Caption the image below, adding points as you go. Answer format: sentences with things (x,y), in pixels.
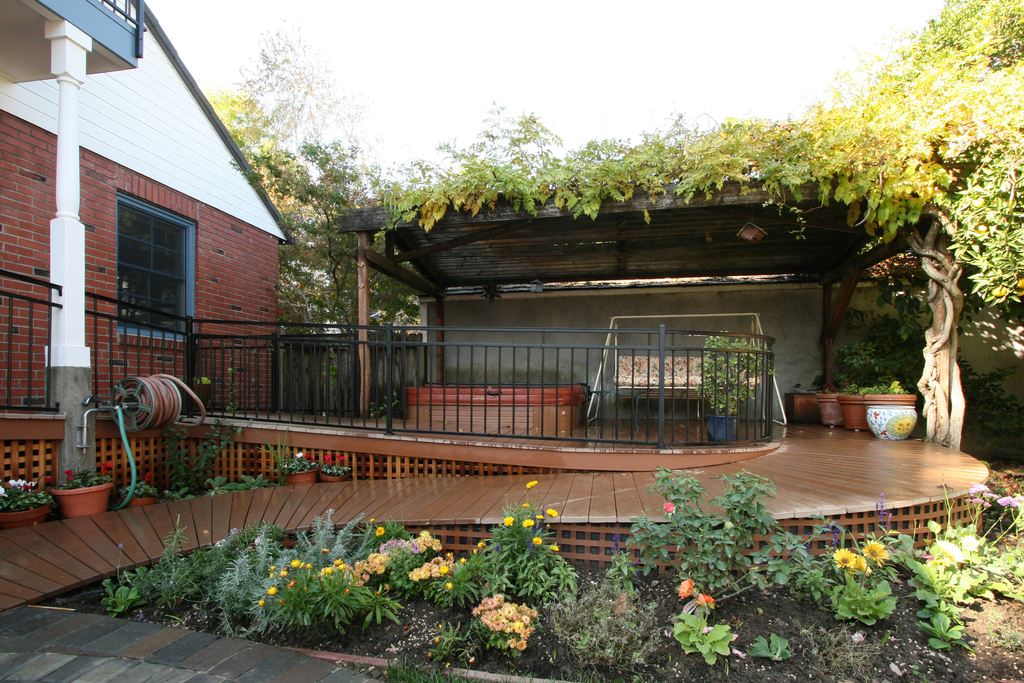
In the image we can see there are plants (343,595) on the ground (834,626), there are pots (848,419) in which plants (865,382) are kept in it. There are creepers (932,176) which are climbing on the shed (472,240). Beside there is a building (161,186), the wall (216,253) of the building (229,274) is made up of red bricks (241,252). Behind there are lot of trees (344,166).
